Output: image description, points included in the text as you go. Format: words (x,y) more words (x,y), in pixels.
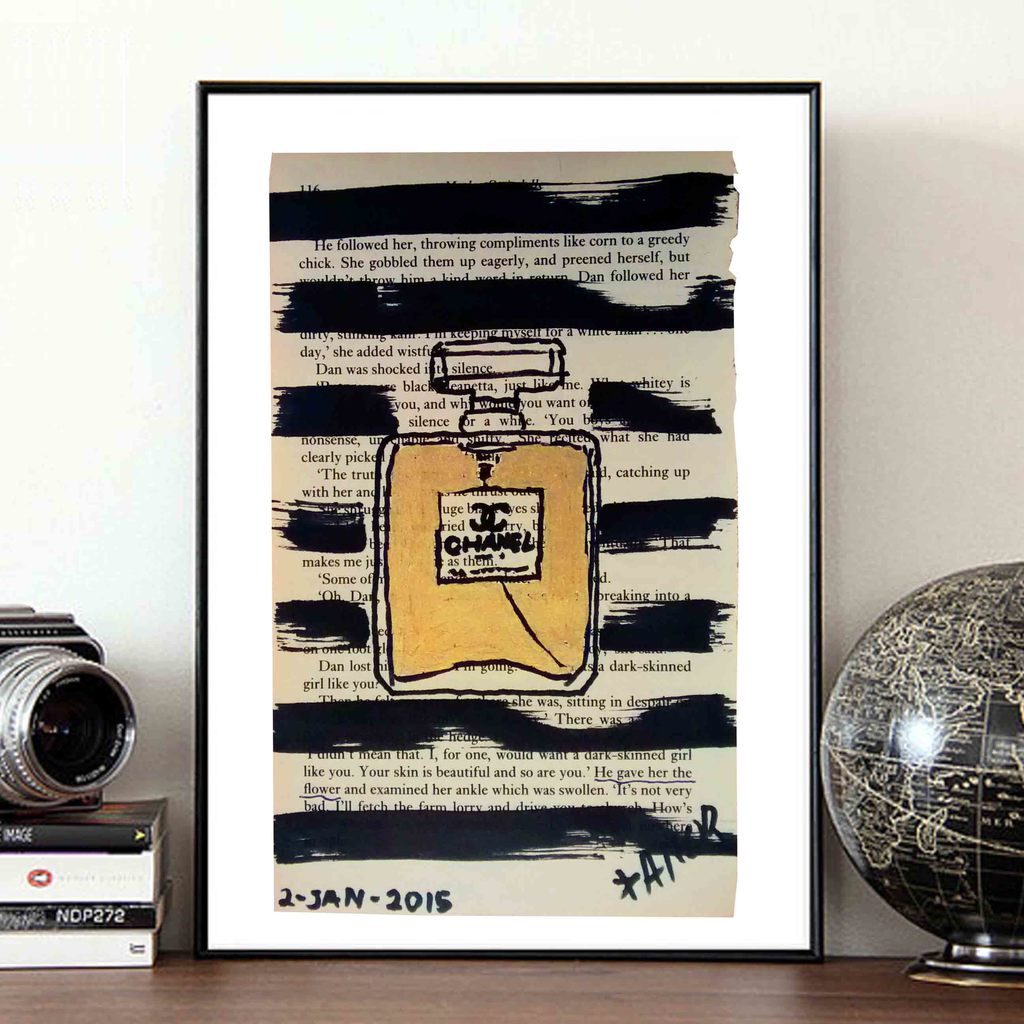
In this picture we can see a poster (716,701) with the note (629,562). This is the globe (859,808) and there is a camera (13,638) on the books (116,940). And this is the table (328,993) and there is a wall (908,355).
